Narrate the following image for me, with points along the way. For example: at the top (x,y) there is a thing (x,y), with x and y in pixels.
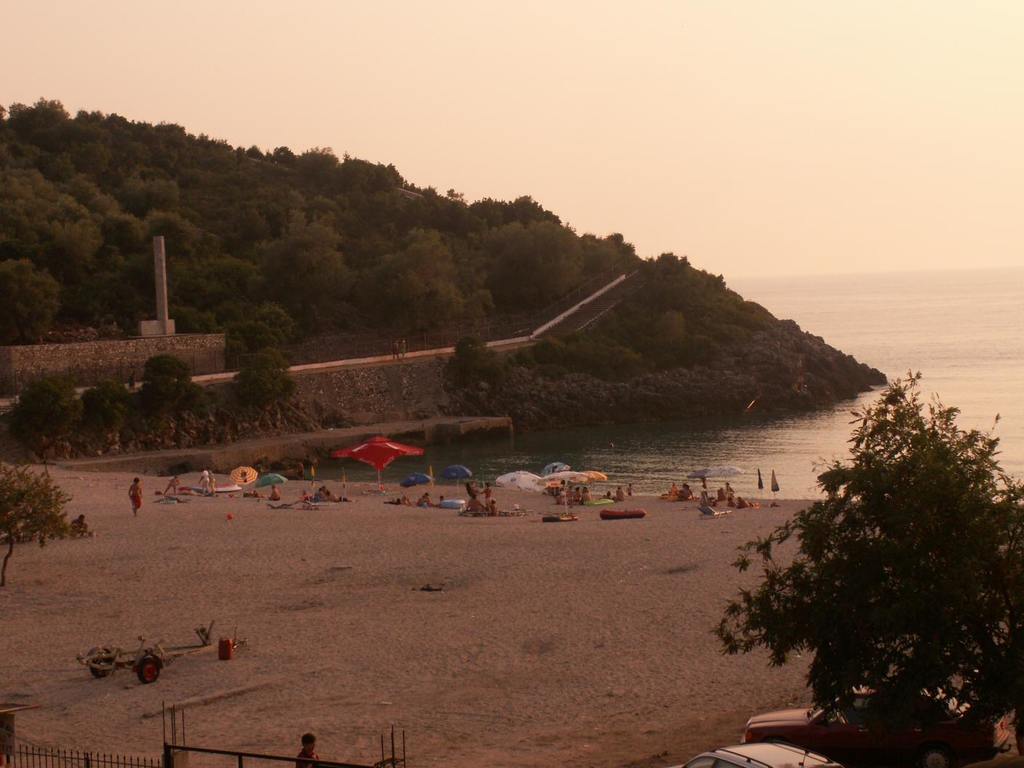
In this image I can see group of people (706,501), some are sitting and some are standing and I can see few umbrellas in multicolor. In the background (774,415) I can see the water (761,440), few trees (370,197) in green color and the sky (595,95) is in white color.
